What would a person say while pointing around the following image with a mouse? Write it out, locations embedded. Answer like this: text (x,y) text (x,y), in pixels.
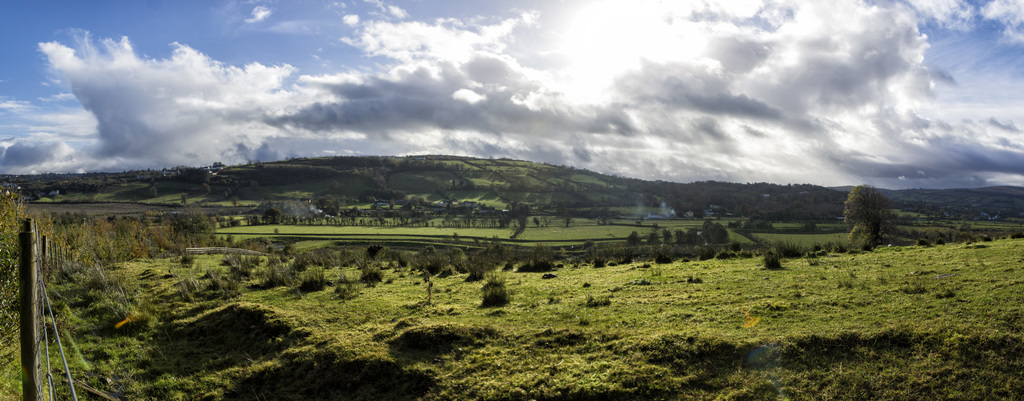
In the picture I can see the natural scenery of green grass (927,389). I can see the metal fence (59,344) on the bottom left side (31,272). In the background (485,221), I can see the farm fields (610,220), trees (541,212) and hills (596,173). There are clouds (484,154) in the sky (558,155).
